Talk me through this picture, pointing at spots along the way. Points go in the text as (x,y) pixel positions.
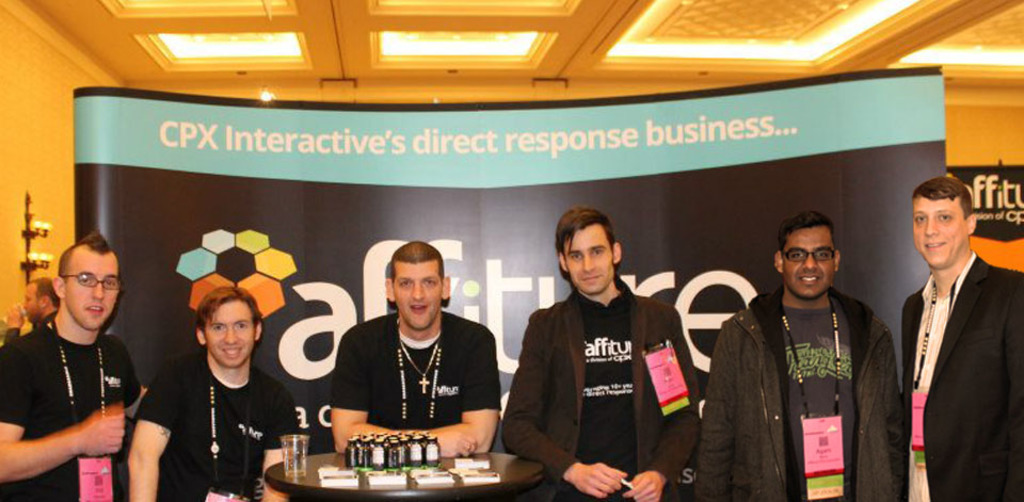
In the center of the image (628,312) there are people (245,337) standing. There is a table (315,469) on which there are objects (435,441). In the background of the image (383,136) there is a banner (407,140). At the top of the image (627,6) there is a ceiling (631,71) with lights (908,61).
